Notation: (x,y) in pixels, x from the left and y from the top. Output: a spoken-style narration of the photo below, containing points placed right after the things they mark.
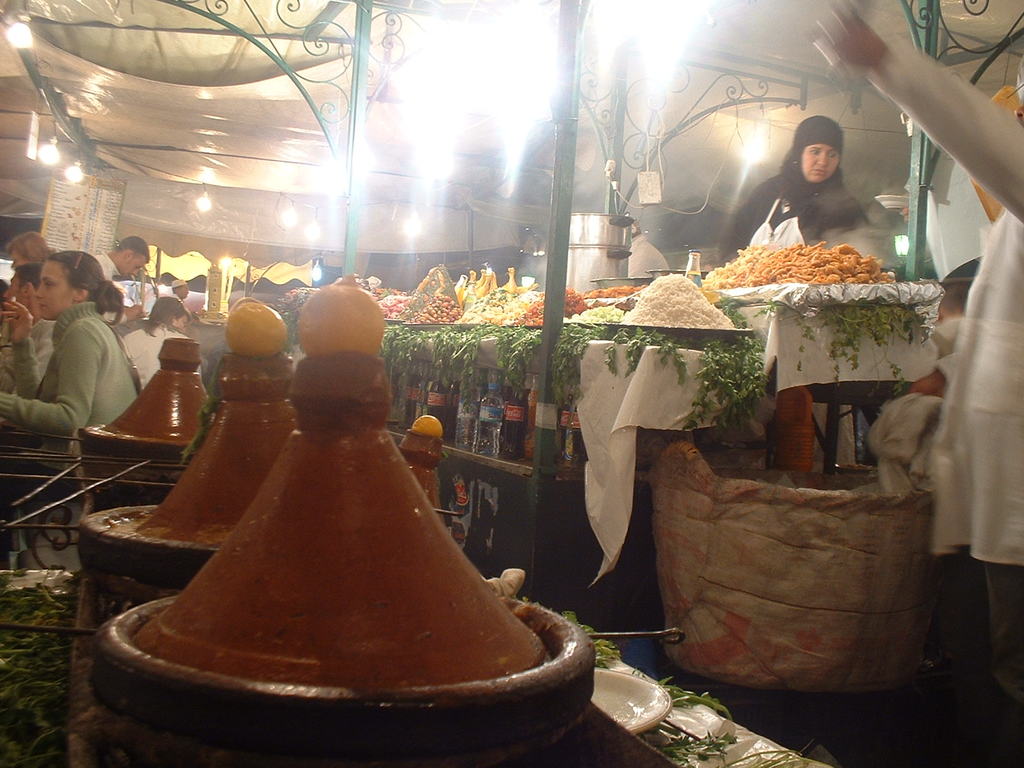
This image is taken indoors. At the top of the image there are a few iron grills (554,107) and there are a few lights (500,108). In the background (64,214) there is a board (116,210) with a text (102,209) on it. In the middle of the image (666,367) there are many tables (659,347) with many food items (522,309), vegetables (450,302) and fruits (434,311) on them. There are a few bottles (507,423) on the table (491,505). On the right side of the image (906,503) there is a basket (809,526) and there are two persons (818,166). On the left side of the image (71,355) there are a few people (160,320) and there are a few things (268,618) on the table (102,585).
